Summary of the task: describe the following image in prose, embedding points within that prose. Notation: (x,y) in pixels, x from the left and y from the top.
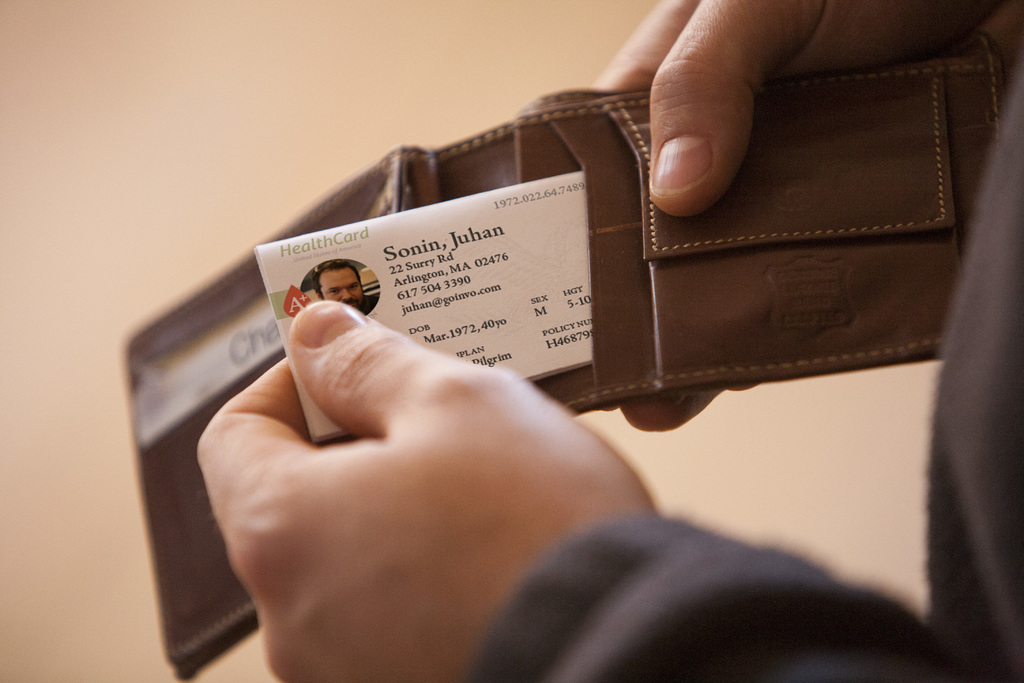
In this image we can see person's hands (453,558) holding a wallet (451,178) and a card (384,312). In the background (353,130) there is a wall (199,145).
